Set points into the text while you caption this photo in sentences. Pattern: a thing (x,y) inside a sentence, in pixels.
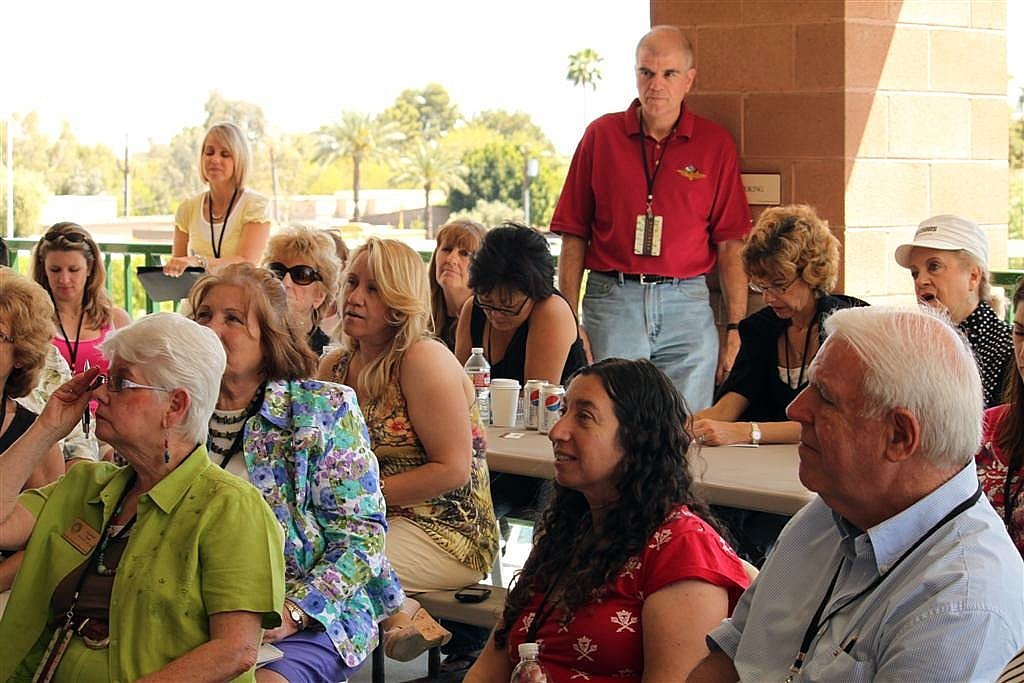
In this image we can see group of persons (473,511) sitting. Behind the persons (577,447) we can see a person (702,258) standing. In the middle of the persons (581,440) we can see few objects (515,400) on a table (514,429). Behind the persons (471,447) we can see a pillar (782,159), fencing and a group of trees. At the top (460,47) we can see the sky (409,52).
